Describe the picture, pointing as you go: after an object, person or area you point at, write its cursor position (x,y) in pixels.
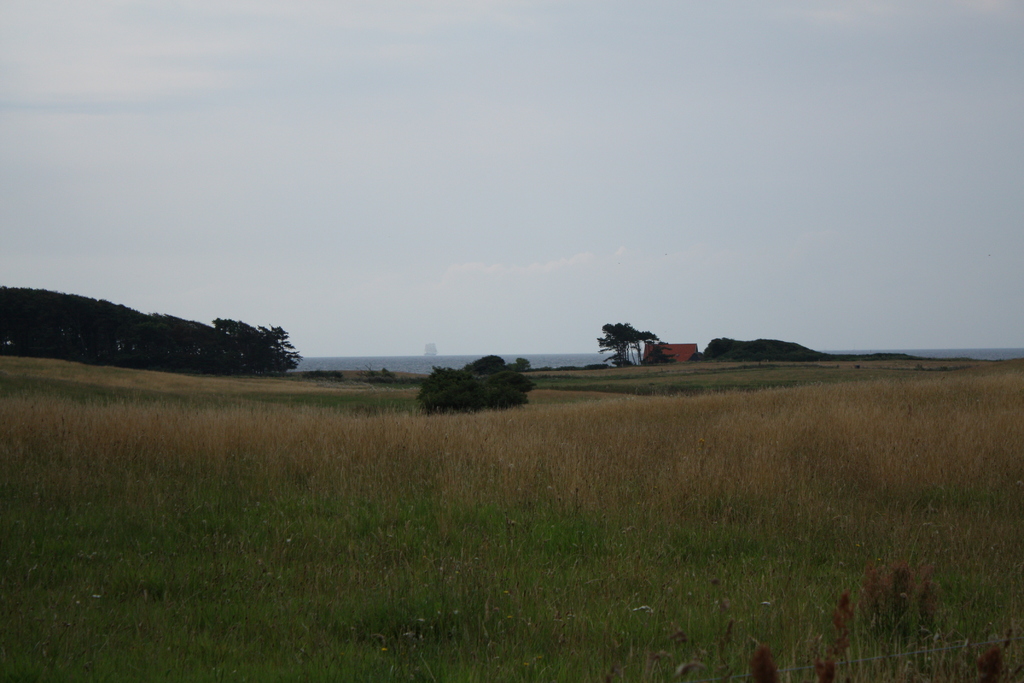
In the image we can see grass (444,544), trees (619,338) and the cloudy sky (516,332).
